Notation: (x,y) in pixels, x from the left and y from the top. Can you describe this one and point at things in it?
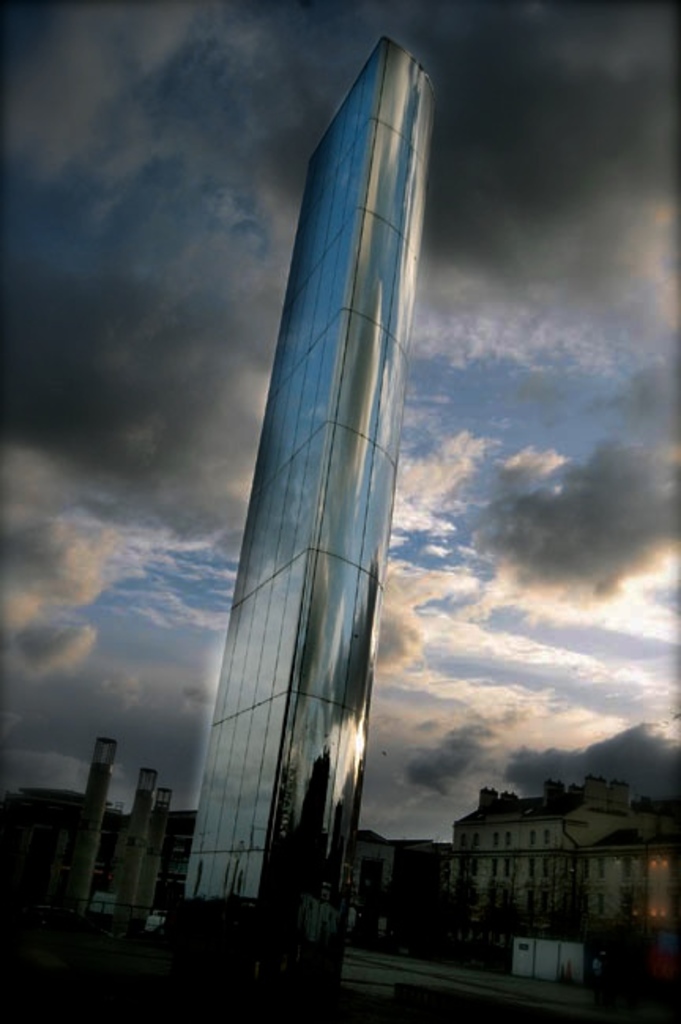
In this image there are trees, buildings (373,909) and roads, at the top of the image (144,190) there are clouds (6,562) in the sky (535,630).
